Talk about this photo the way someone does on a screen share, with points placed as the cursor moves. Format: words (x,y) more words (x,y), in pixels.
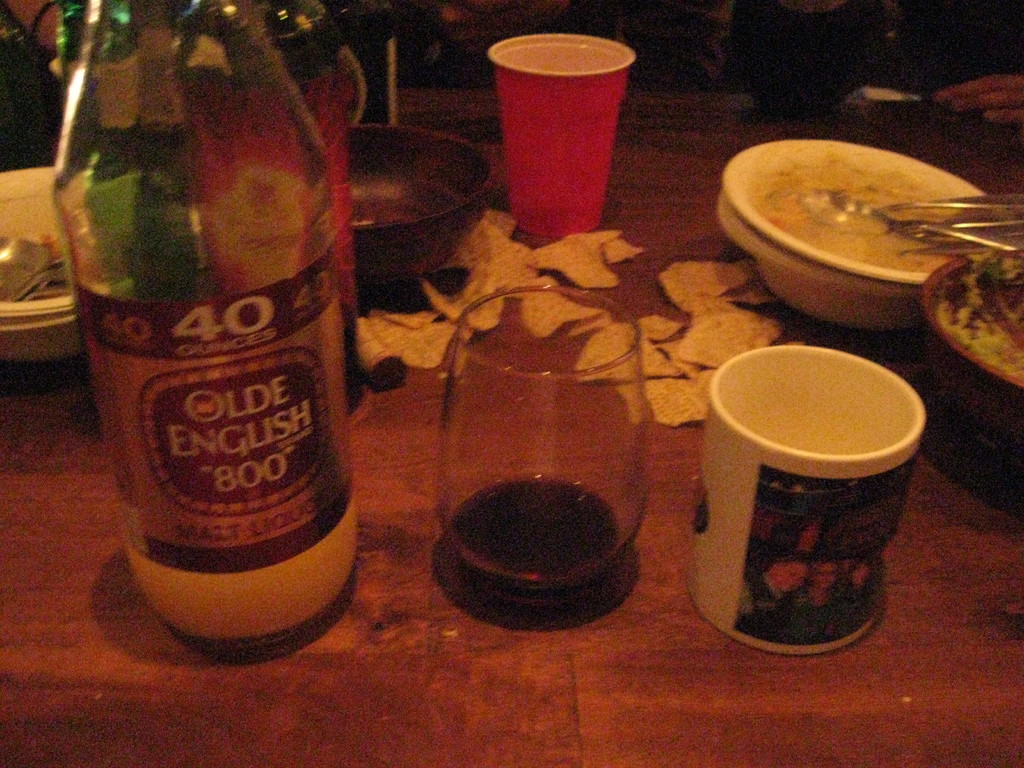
In this picture, this is a table (575,669) on the table (421,687) there are bottle (215,437), glasses (491,405), cups (727,602), bowls (815,253), spoons (959,225) and some food items (663,335).
